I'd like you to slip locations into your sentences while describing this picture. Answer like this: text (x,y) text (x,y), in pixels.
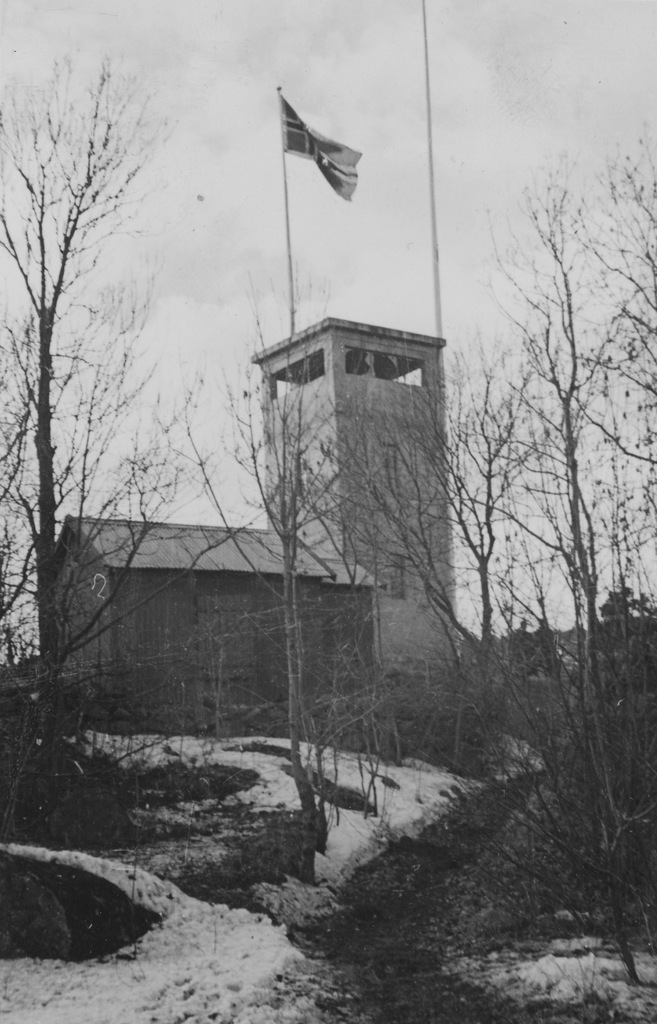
In this image there are rocks (175,832), trees (580,625). At the bottom of the image (209,958) there is snow (213,973) on the surface (213,973). In the center of the image (360,496) there is a building (334,419). There is a flag (331,142). In the background of the image (537,73) there is sky (546,70).
